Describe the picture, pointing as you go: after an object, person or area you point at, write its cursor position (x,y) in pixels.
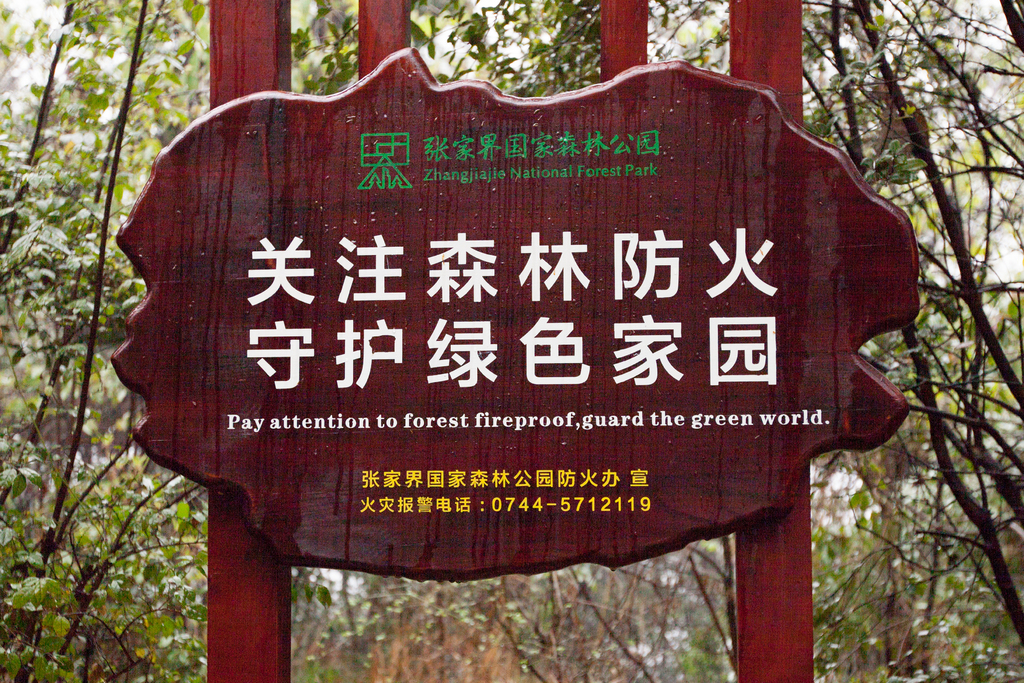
In the image there are poles (796,655) with a board (445,104). On the board (490,218) there is something written on it. And in the background (112,475) there are trees (55,444) with leaves (118,29) and branches (1023,289).
